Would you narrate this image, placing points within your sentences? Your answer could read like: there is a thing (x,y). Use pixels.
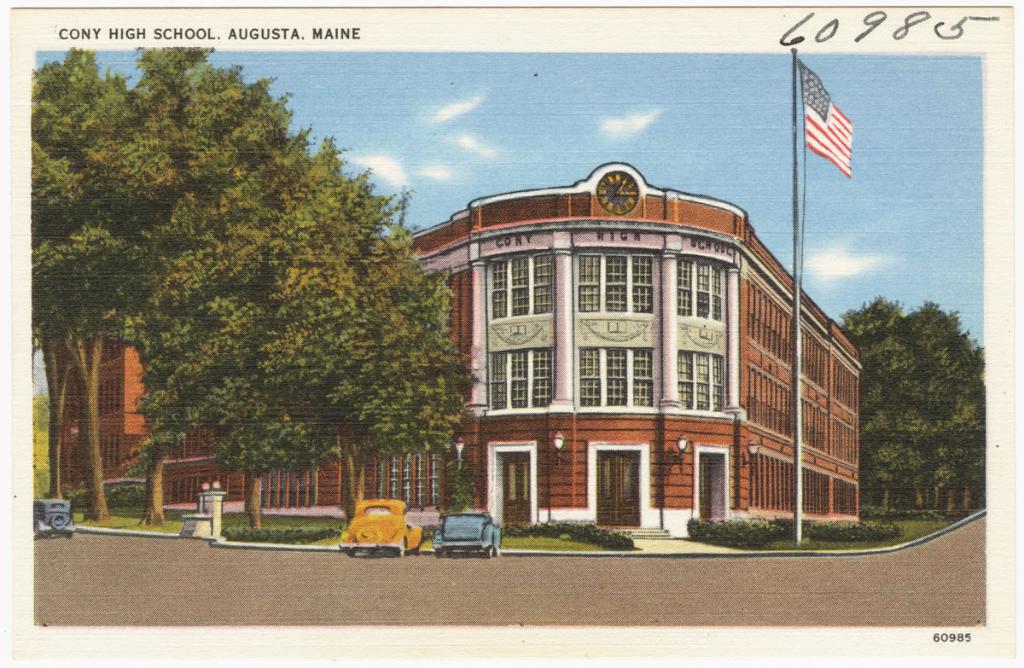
This image is consists of a poster (406,295), in which there is a school building (490,280) in the center of the image (493,310), on which there are many windows (496,396), there are cars (468,528) at the bottom side of the image (412,550) and there is a flag (835,154) on the right side of the image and there is greenery (856,318) in the image.
